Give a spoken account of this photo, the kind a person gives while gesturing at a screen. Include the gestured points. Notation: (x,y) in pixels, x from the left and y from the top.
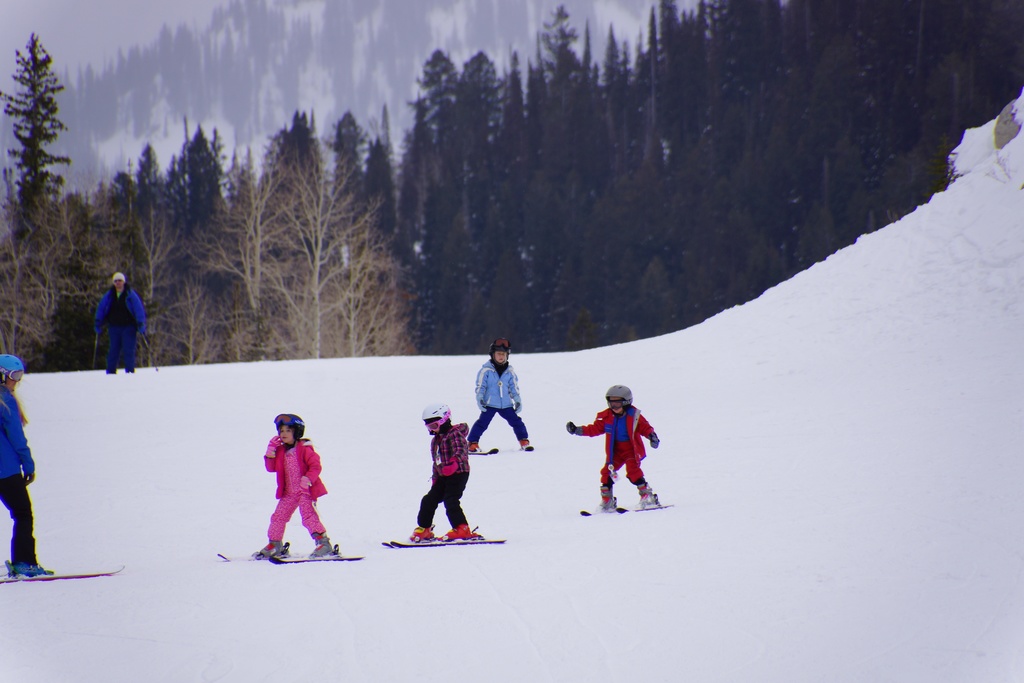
In this image, there are a few people (613,491) standing on skis (336,550) and holding some objects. We can see the ground (475,568) covered with snow (734,450). There are a few trees (474,243). We can also see some mountains (303,66) and the sky (126,42).
